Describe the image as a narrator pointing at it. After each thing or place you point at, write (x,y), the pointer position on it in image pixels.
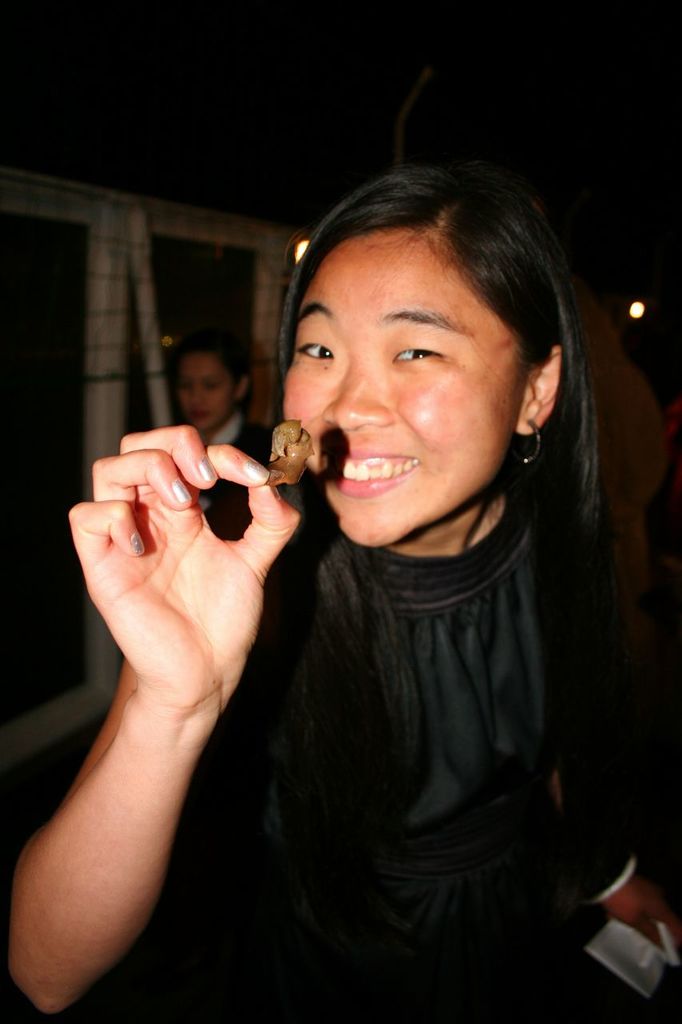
In this image we can see a woman (343,628) holding some food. On the backside (260,275) we can see a wall (282,281), windows (79,346) and a woman (209,406) standing.
